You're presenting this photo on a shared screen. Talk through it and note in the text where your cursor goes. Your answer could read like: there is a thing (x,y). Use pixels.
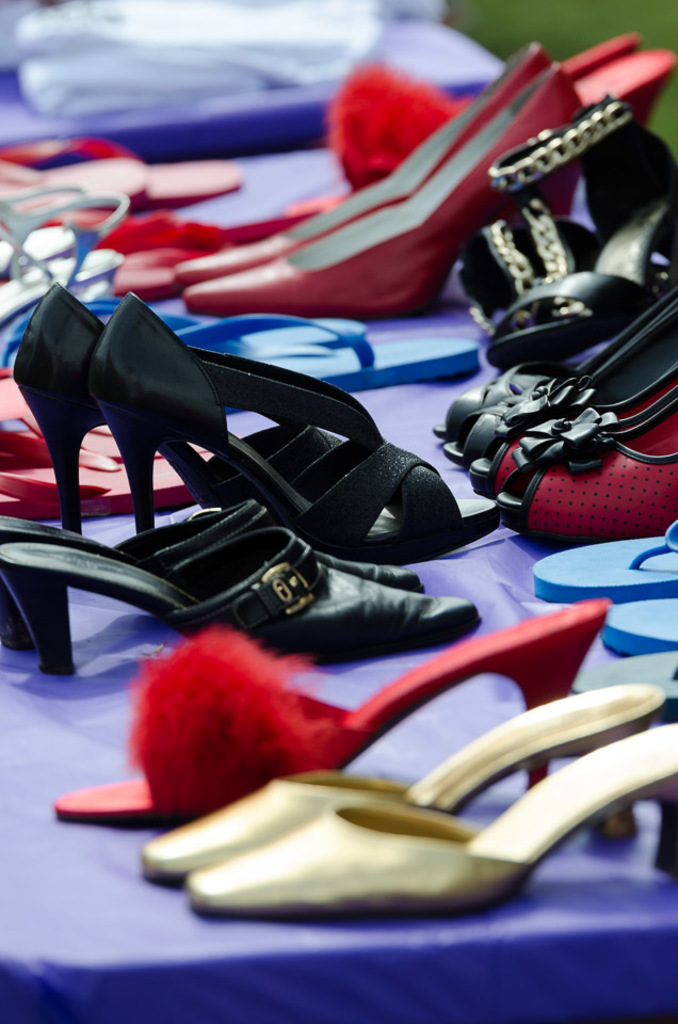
In the middle of the image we can see some footwear (29,180).
